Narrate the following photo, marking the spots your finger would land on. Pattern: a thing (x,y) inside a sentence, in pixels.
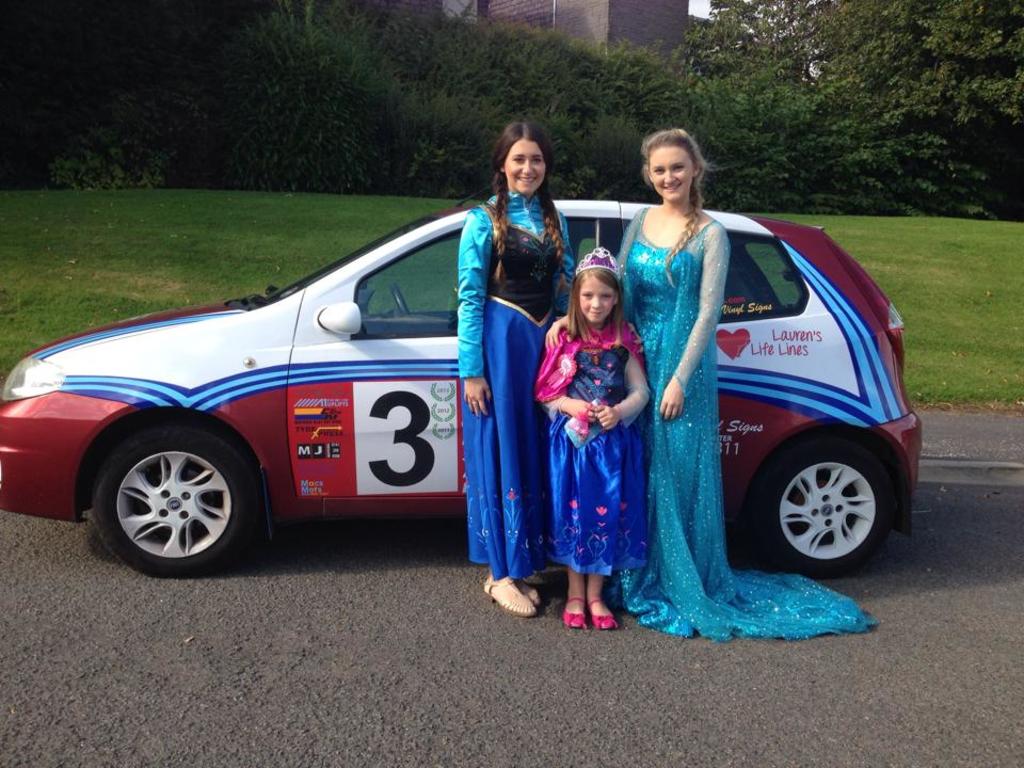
As we can see in the image there are three people (561,349) standing in the front (490,333), car (268,387), grass (180,286) and trees (675,104). In the background (584,11) there is a building (618,32).
